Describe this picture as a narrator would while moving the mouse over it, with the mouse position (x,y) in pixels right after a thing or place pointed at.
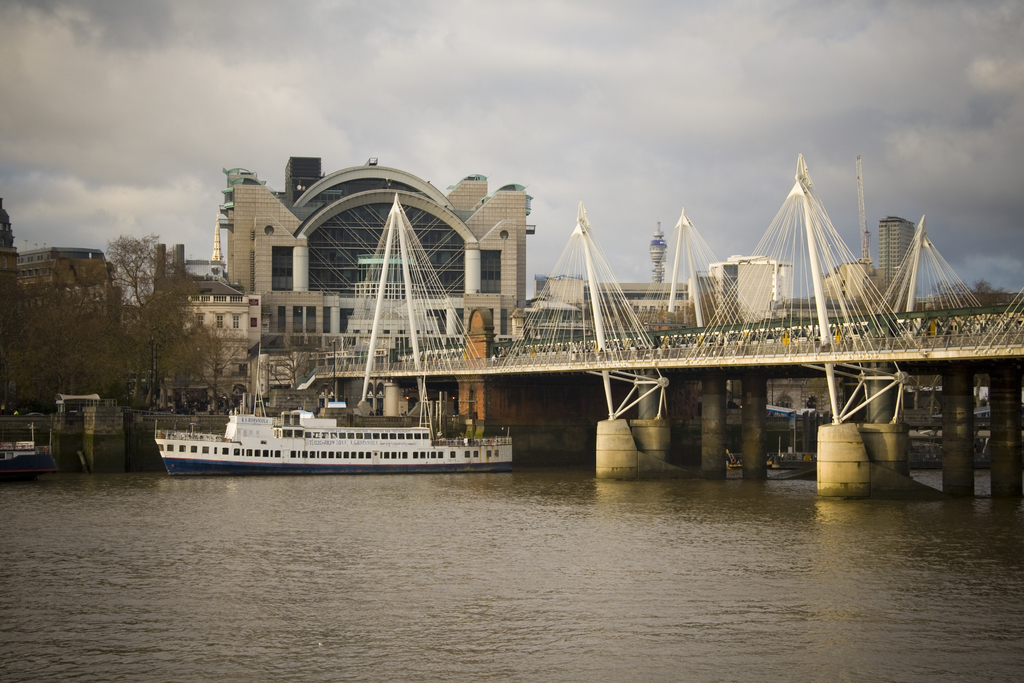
In this picture I can see there is a river (820,644), there is a boat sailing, there is a bridge (974,307) at right (787,307) and there are few buildings (360,257) in the backdrop (240,286) and there is a tree (144,290) at the left side (13,335) and the sky (415,88) is cloudy.
